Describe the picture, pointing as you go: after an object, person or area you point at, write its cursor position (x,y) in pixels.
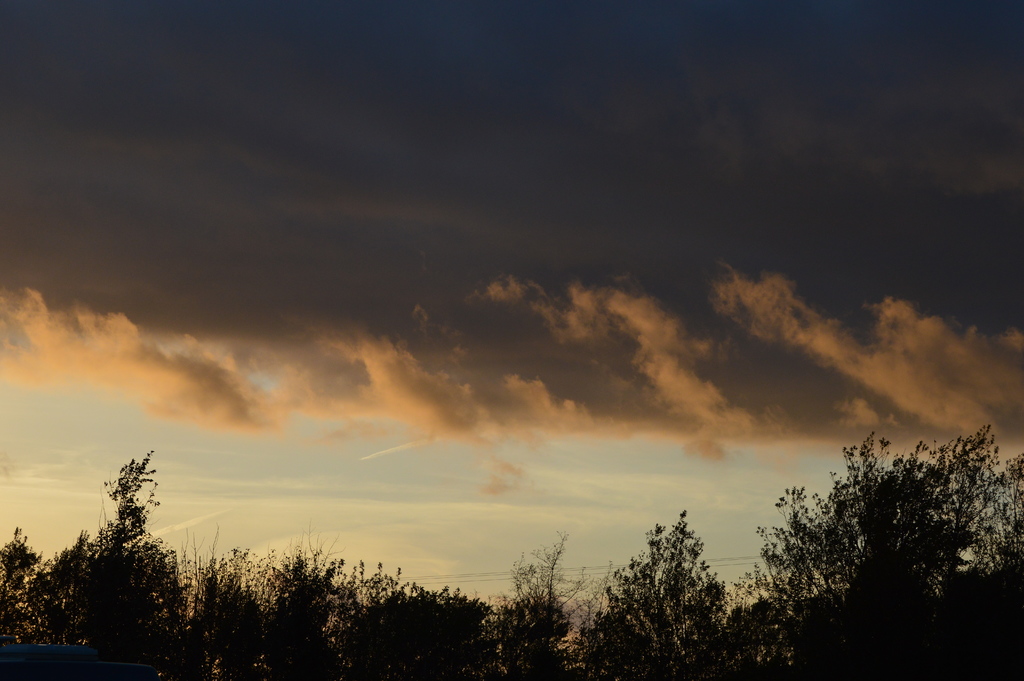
In this picture i can see trees (526,609) and sky (364,387).
